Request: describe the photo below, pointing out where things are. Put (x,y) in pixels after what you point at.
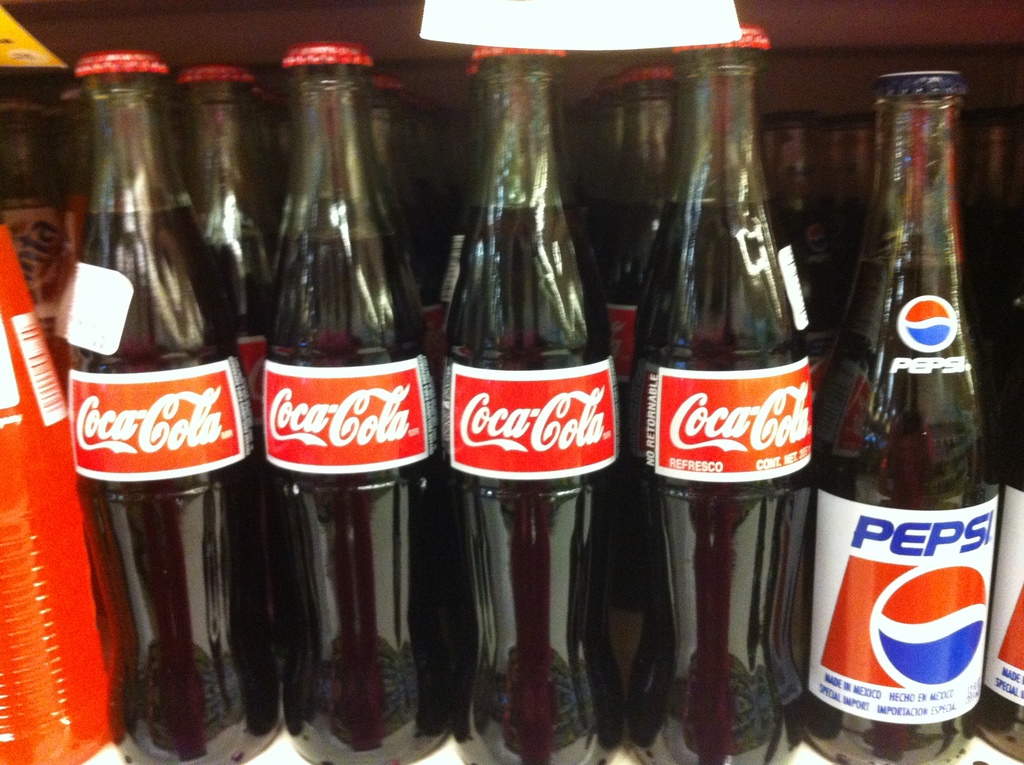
In this image we can see a cool drink bottles (317,470).
